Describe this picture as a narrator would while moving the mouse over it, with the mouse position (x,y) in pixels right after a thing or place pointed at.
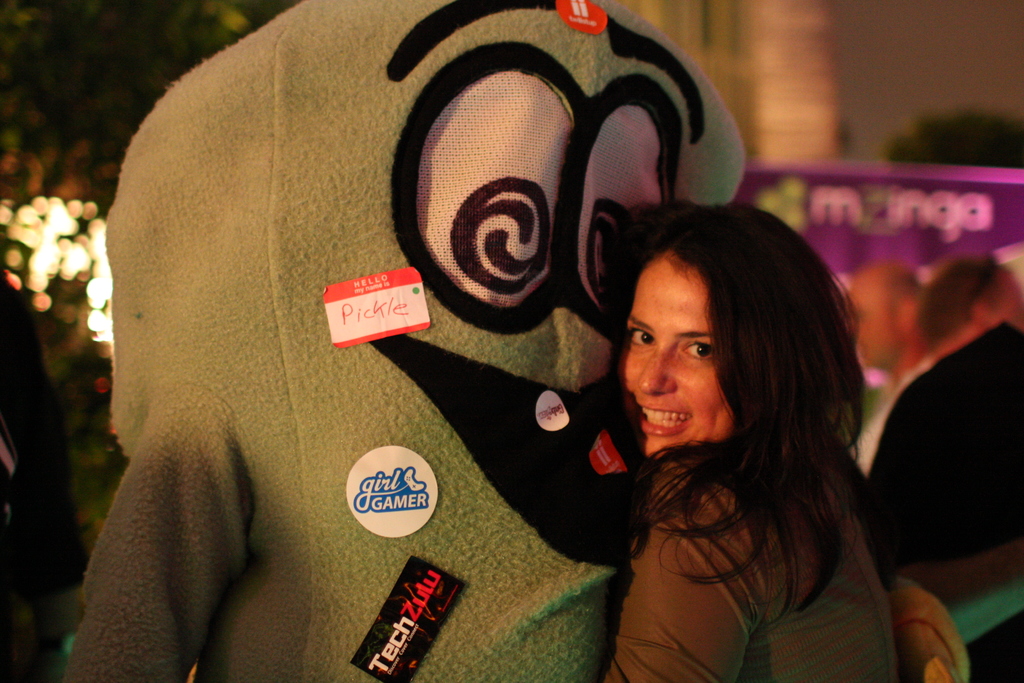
In this image we can see there is a girl (658,493) with a smile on her face (716,426) is hugged by a pickle mascot (480,539). In the background (103,85) there are trees (92,70) and building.
